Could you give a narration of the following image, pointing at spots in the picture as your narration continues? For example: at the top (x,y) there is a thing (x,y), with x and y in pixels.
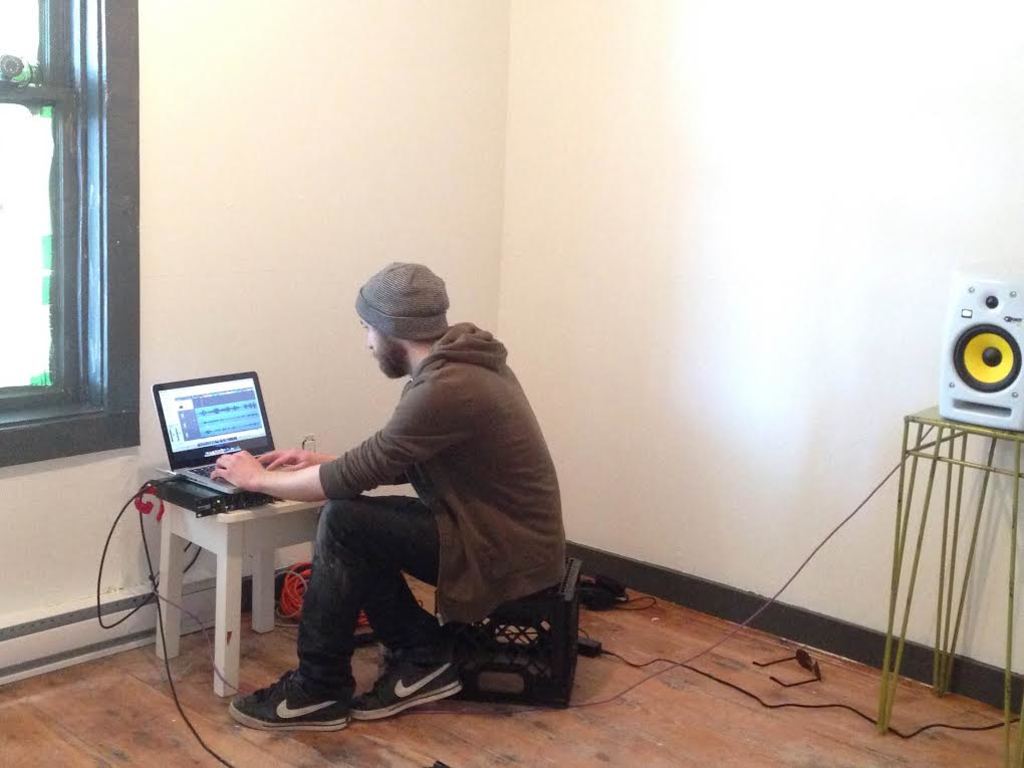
In this image we can see a person (237,464) using a laptop (255,454). He is wearing a jacket (502,525). In the background of the image (461,97) there is a wall (246,139). There is a window (74,349). At the bottom of the image (108,669) there is a wooden flooring (703,729). To the right side of the image (955,296) there is a speaker (970,392) on the table (954,551).
